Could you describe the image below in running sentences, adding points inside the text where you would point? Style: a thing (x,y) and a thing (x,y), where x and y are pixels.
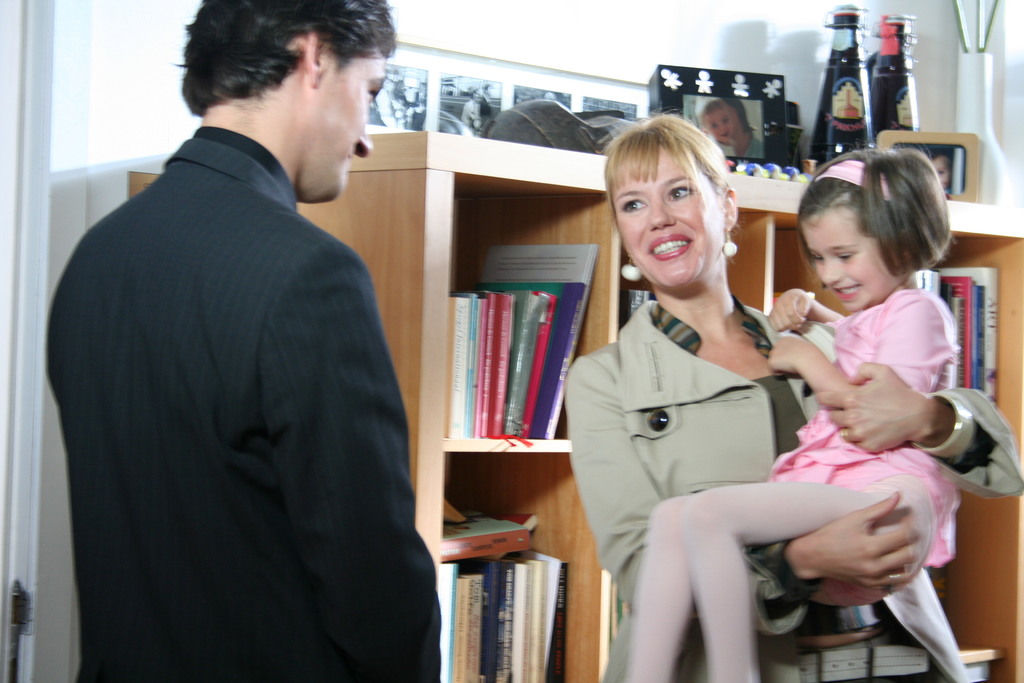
In this picture I can observe man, woman (632,458) and a girl (741,538) in the hands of a woman (847,426). The woman (681,405) and girl (828,386) are smiling. In the background (545,433) I can observe bookshelf (472,246) and a wall (620,15).
